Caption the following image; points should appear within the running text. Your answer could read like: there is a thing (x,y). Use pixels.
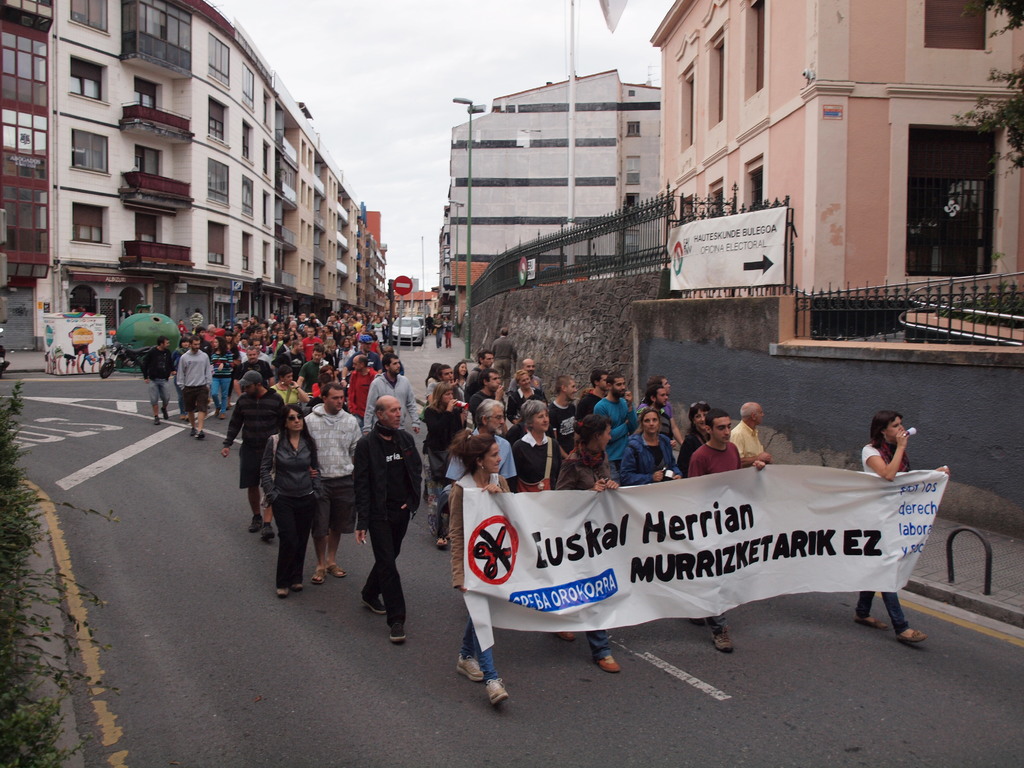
In the image there are many people (215,395) walking on the roads (443,601), they are protesting against something, they are holding a banner (682,519) in the foreground (592,515) and around them there are many buildings (680,195).
